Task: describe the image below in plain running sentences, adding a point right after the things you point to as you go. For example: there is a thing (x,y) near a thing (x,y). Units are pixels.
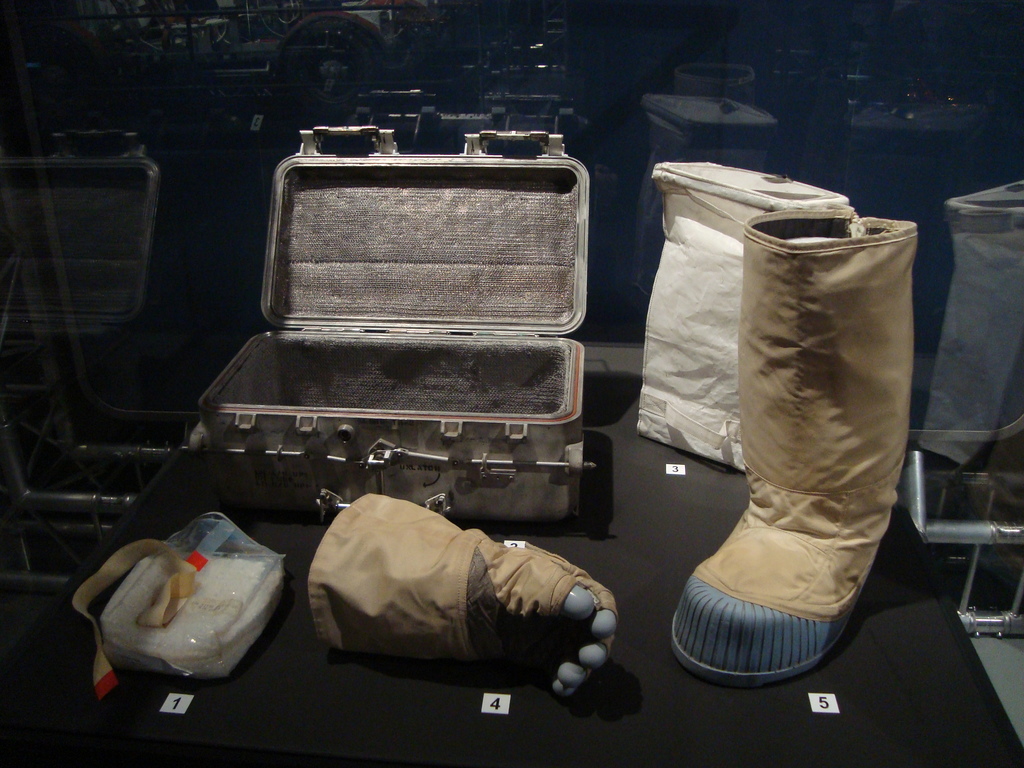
In this picture there is a suitcase (420,382), glove (364,568), plastic cover (249,611), gumboot (801,463) and other objects (668,236).
